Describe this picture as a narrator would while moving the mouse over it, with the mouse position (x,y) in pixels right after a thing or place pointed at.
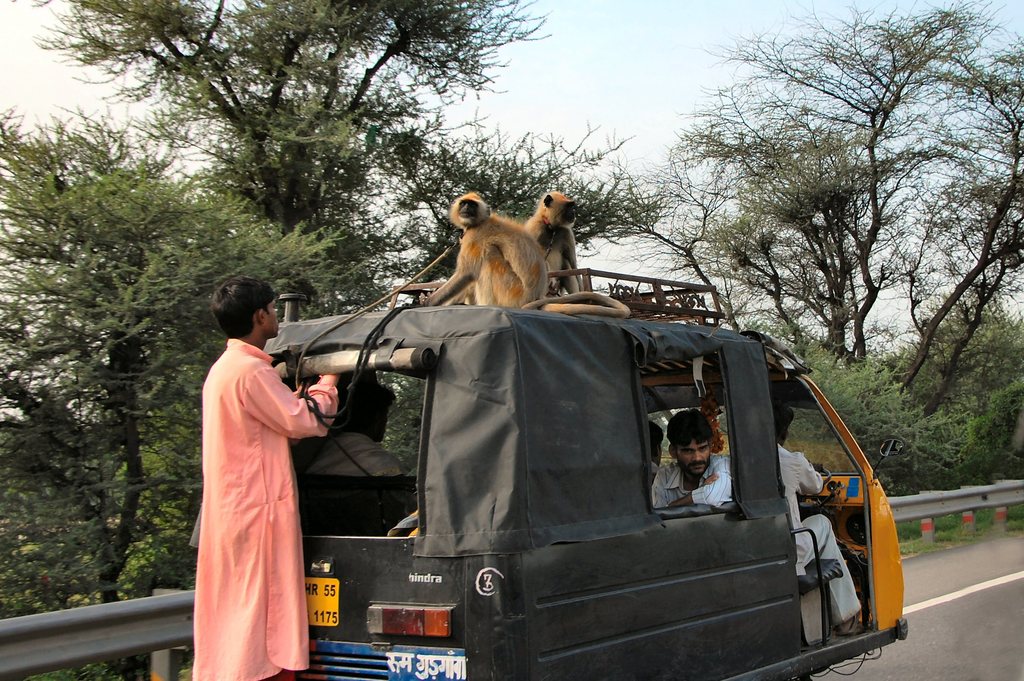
In this image in front (477,657) there is an auto (493,657) on the road (996,605). On top of the auto (404,315) there are two monkeys (591,314) and there is some object (717,298). In the auto (493,431) there are people (695,460). In the background of the image (591,204) there are trees (246,241) and sky (641,63).
